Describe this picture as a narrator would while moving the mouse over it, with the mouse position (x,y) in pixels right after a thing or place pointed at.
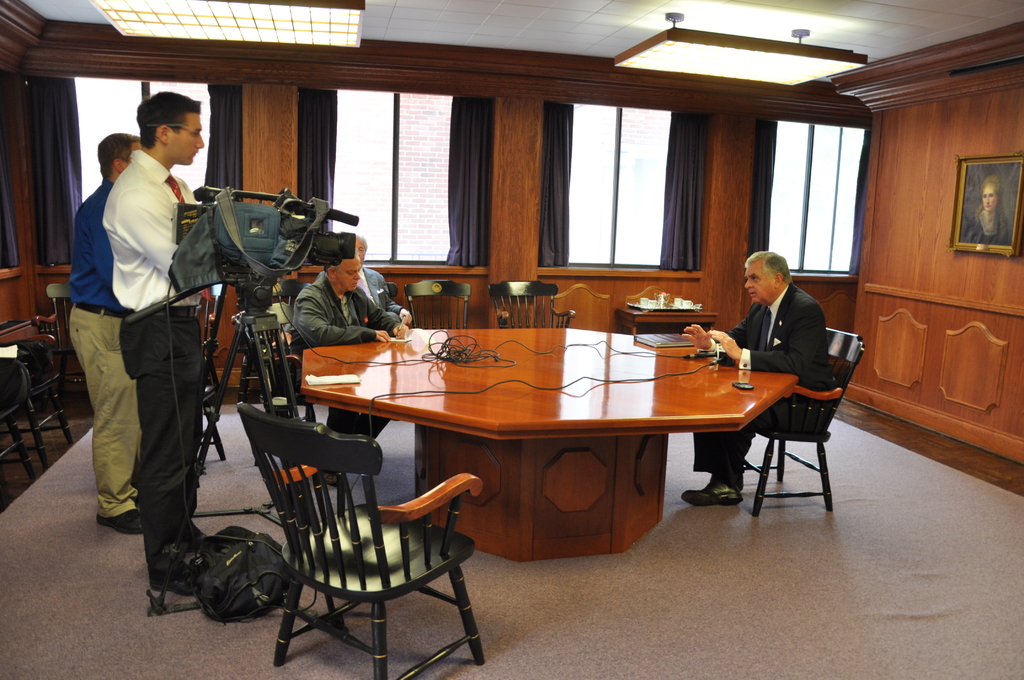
In this image I see 5 men (118,511), In which 3 of them are sitting on chairs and these 2 are standing near to the camera, I can also see there is a table (648,476) and there are wires (679,357), a book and other things (691,354). In the background (664,258) I see the windows (638,196), curtains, few chairs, a table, lights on the ceiling (491,34) and a photo frame (962,159) on the wall (990,412).
